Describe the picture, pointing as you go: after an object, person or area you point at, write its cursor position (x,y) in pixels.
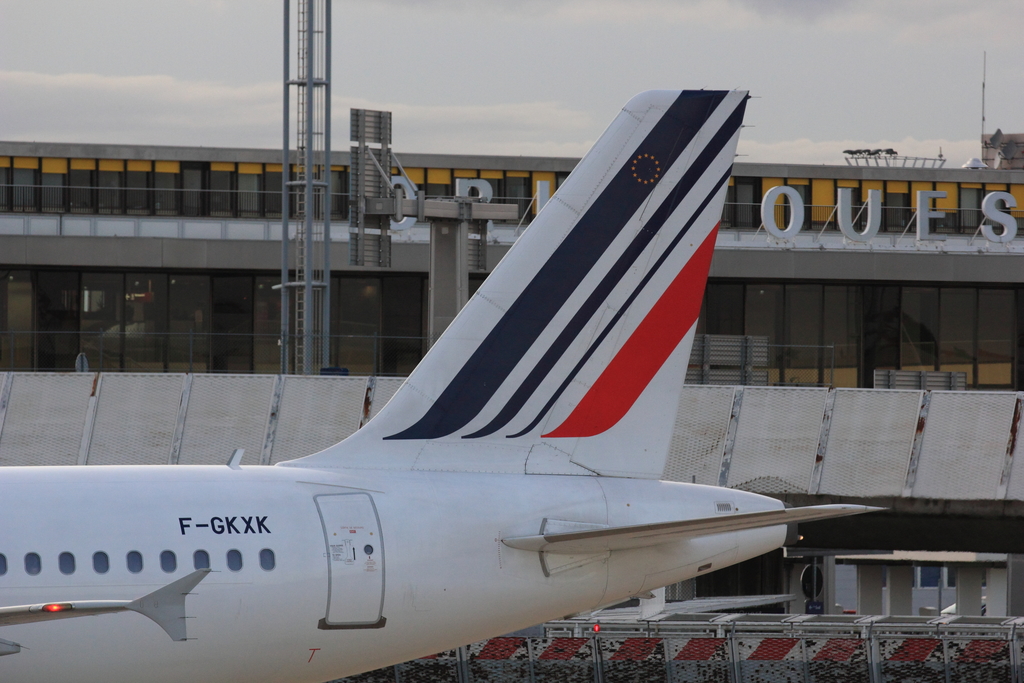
This image might be clicked in an airport (415,332). There is sky (537,78) at the top (425,67). There is an airplane (390,573) at the bottom (425,542). It has wings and windows (99,565).
